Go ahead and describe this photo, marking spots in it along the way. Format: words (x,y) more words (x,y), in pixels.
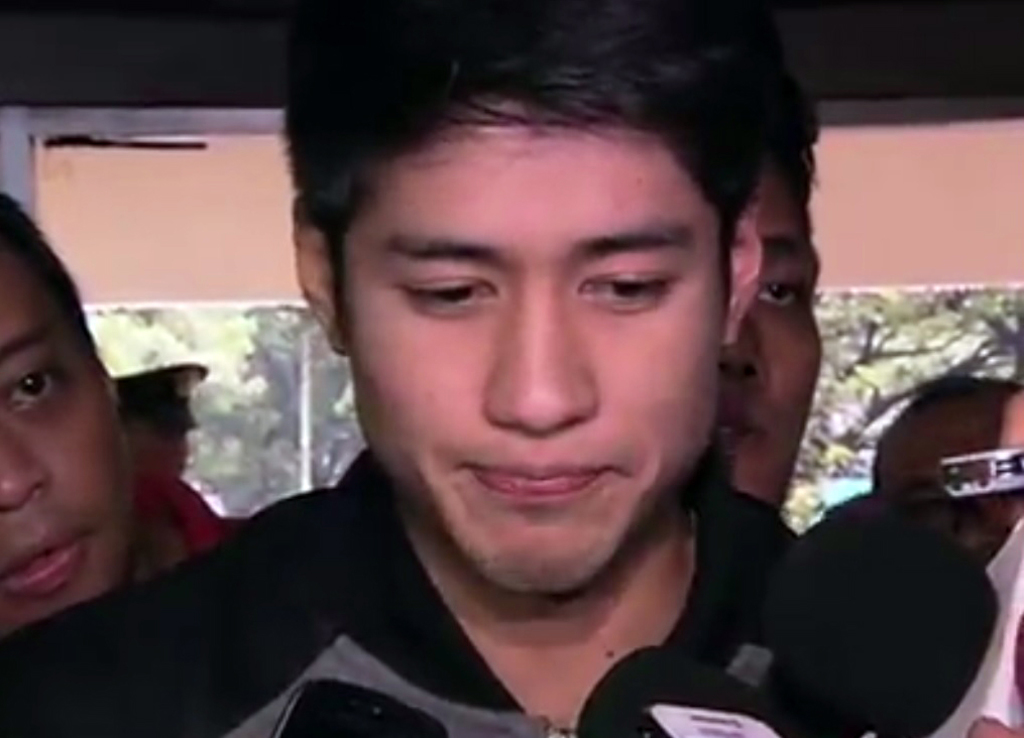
In this image, in the middle (569,413), we can see a man (539,727) wearing a black color shirt (726,660). In the background (128,561), we can see a group of people (80,492) and trees (144,331).
